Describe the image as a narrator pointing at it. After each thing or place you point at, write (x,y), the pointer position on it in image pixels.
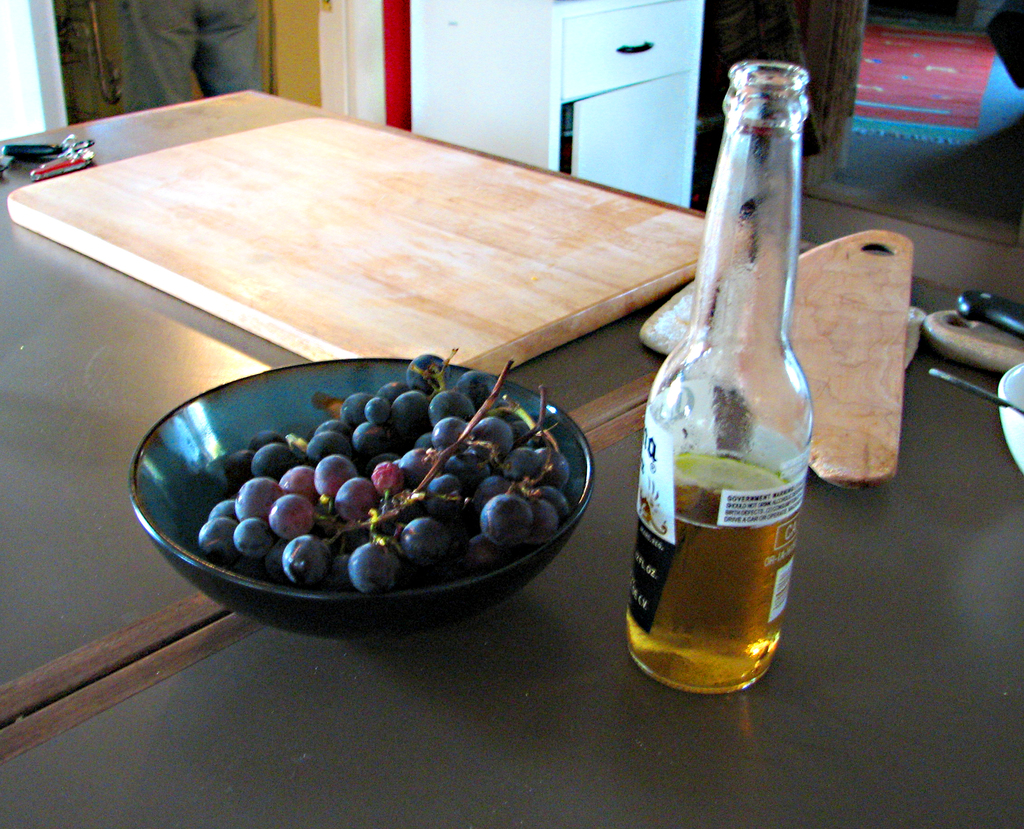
A bowl (414,541) with grapes (494,549) and beer bottle (699,458) and a chopping pad (333,236), key chain (54,163) are on a table (774,697). There is a cupboard (581,60) here and a person legs (204,43).
